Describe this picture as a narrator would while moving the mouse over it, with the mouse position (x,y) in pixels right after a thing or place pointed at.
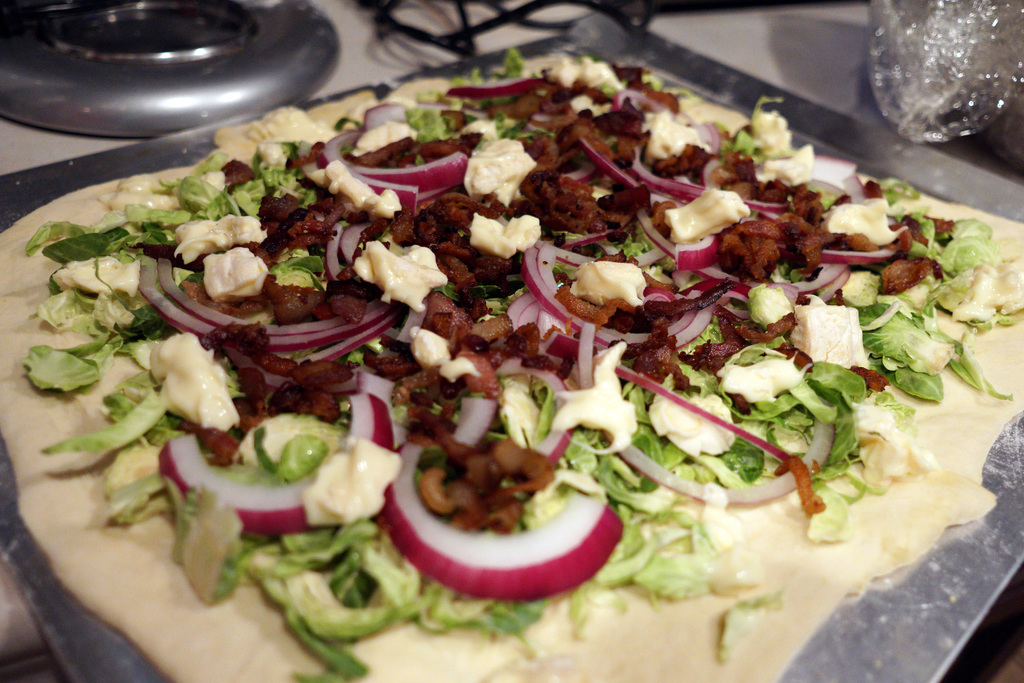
In the picture I can see the food item (451,390) on the stainless steel plate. It is looking like the gas burner (131,13) on the top left side of the picture (131,13).
